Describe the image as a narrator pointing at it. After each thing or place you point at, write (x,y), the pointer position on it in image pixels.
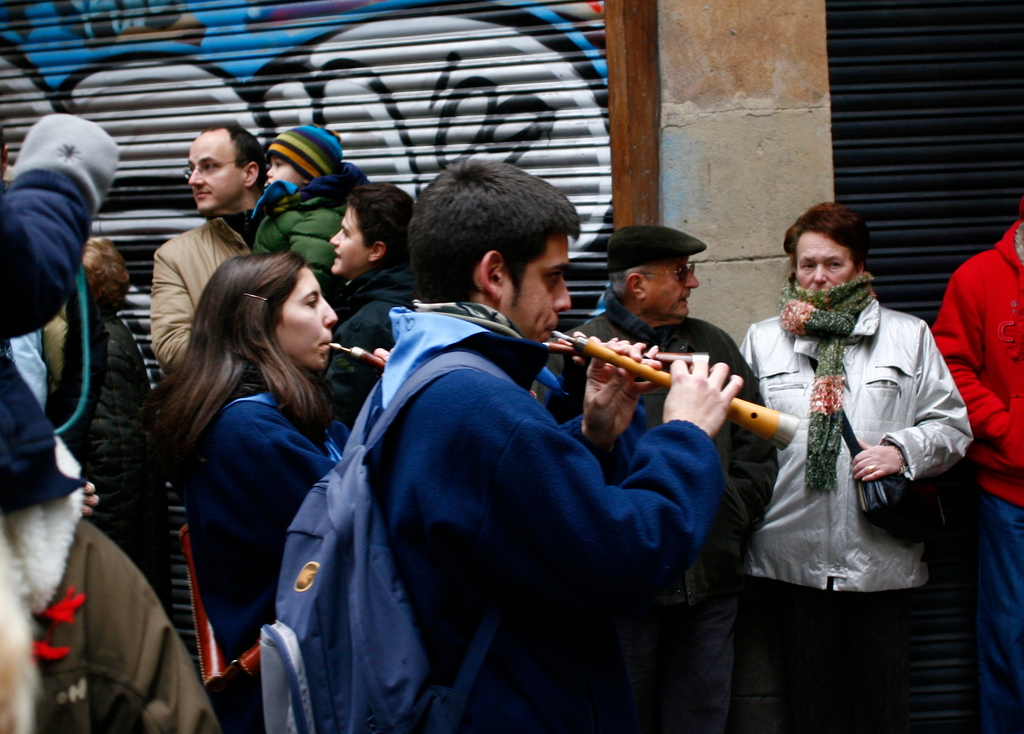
In the image we can see there are people (567,406) who are standing and they are holding a flute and on the other side there is shutter (409,109) of the shops (450,51) and the person (822,334) is wearing scarf (821,399) in the neck (815,326) and the others (404,478) are carrying backpack (293,637) and wearing jacket (3,240).
